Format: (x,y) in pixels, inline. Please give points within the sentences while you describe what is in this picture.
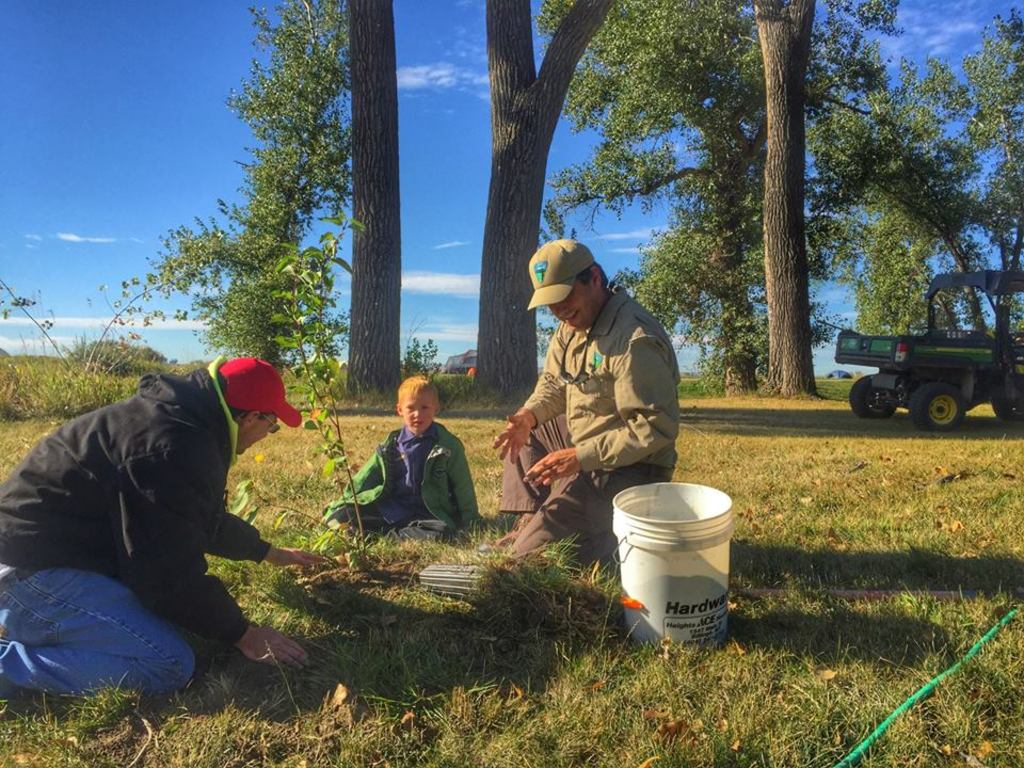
In this image I can see three persons (75,590) sitting on the ground (898,444). I can see a bucket (721,626). There is some grass (527,631) on the ground (723,725). On the right side (1007,353) I can see a vehicle (890,407). I can see few trees (746,287). In the background (548,314) I can see clouds (476,291) in the sky (447,275).
